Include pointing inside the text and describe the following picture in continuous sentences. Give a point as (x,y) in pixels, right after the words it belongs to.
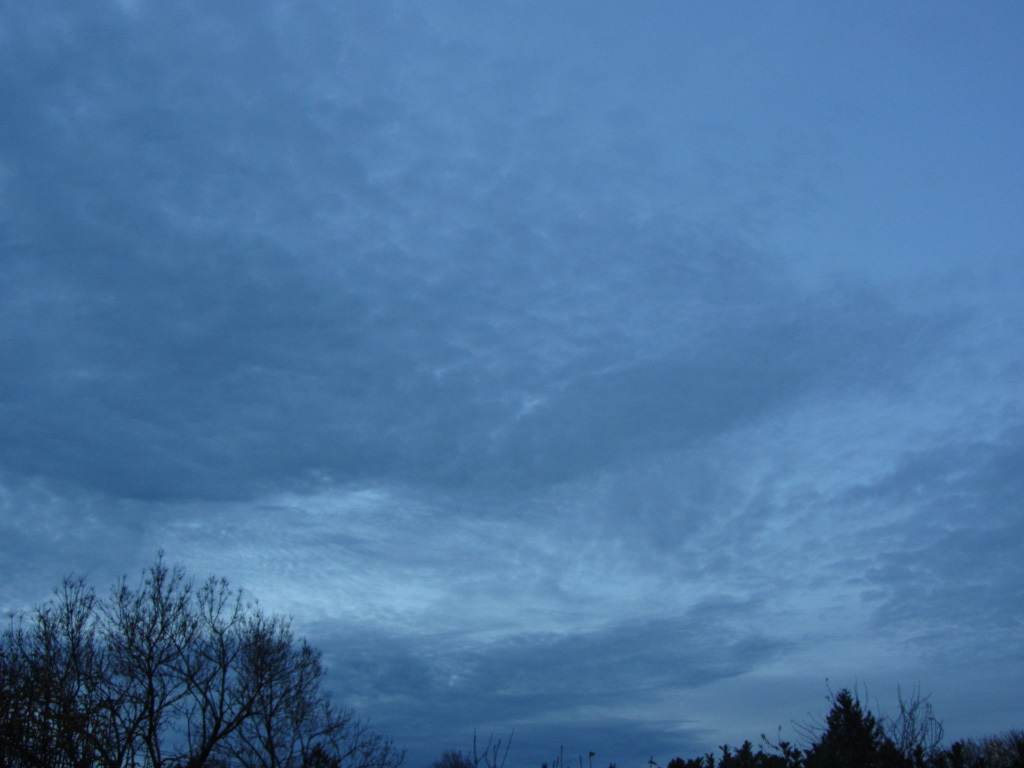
In this image we can see the sky (478,369) which looks cloudy. On the bottom of the image (109,623) we can see a group of trees (267,660).
